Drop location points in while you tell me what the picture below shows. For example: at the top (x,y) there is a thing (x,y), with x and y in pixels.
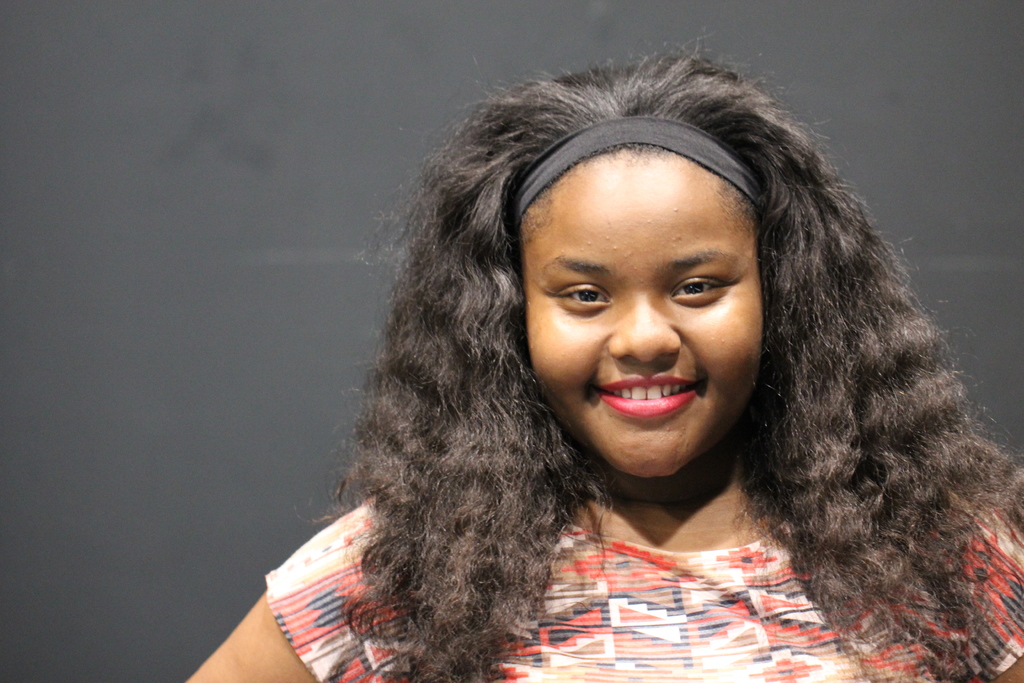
In the center of the image (486,389) we can see a girl (526,315) is smiling and wearing a T-shirt (786,585). In the background of the image (330,0) we can see the wall (330,0).
